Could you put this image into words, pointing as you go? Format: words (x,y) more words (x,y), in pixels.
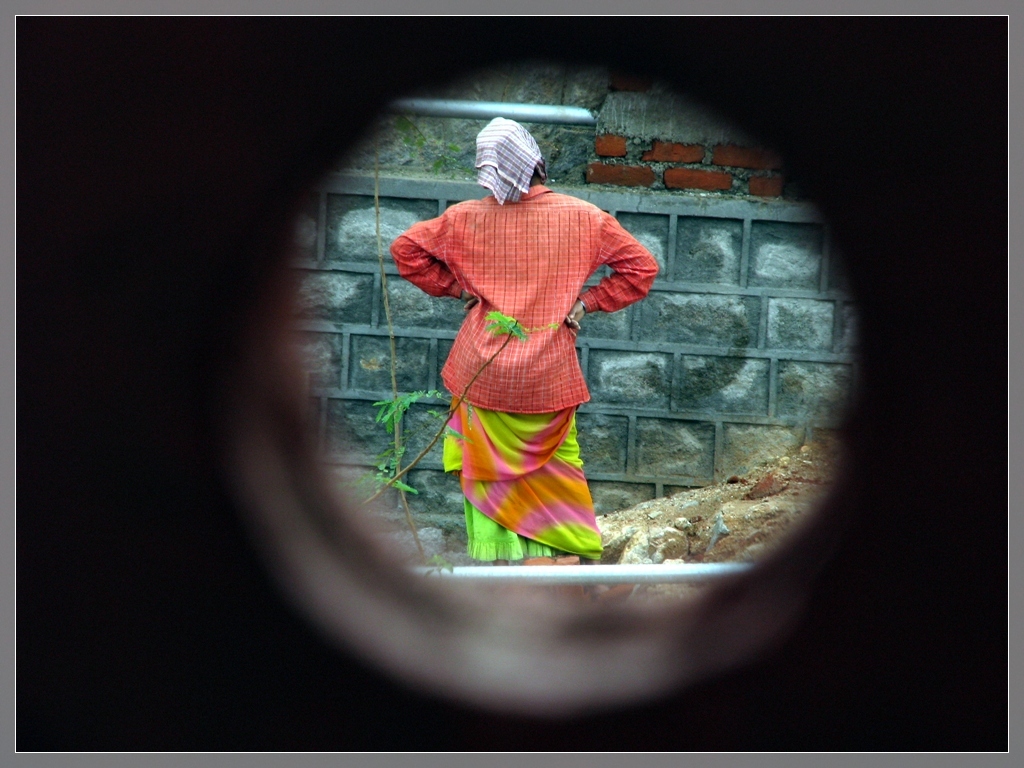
In this image we can see one woman (508,442) standing near the wall (771,260), two poles (575,117), some stones (666,559), some sand (762,504) and some plants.
